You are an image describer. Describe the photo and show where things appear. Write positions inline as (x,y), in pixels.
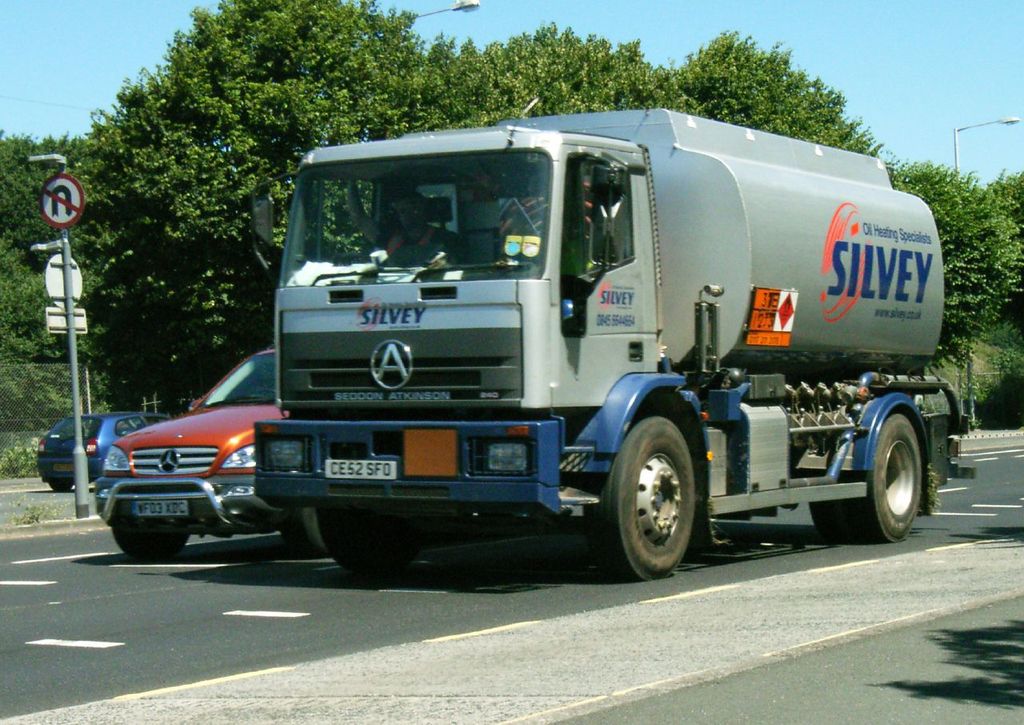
This is a picture taken in the outdoors. There are vehicles (315,393) on the road (97,647). Behind the vehicles (287,436) there is a pole (63,229) with sign board (58,227), trees (103,209) and sky (929,105).
